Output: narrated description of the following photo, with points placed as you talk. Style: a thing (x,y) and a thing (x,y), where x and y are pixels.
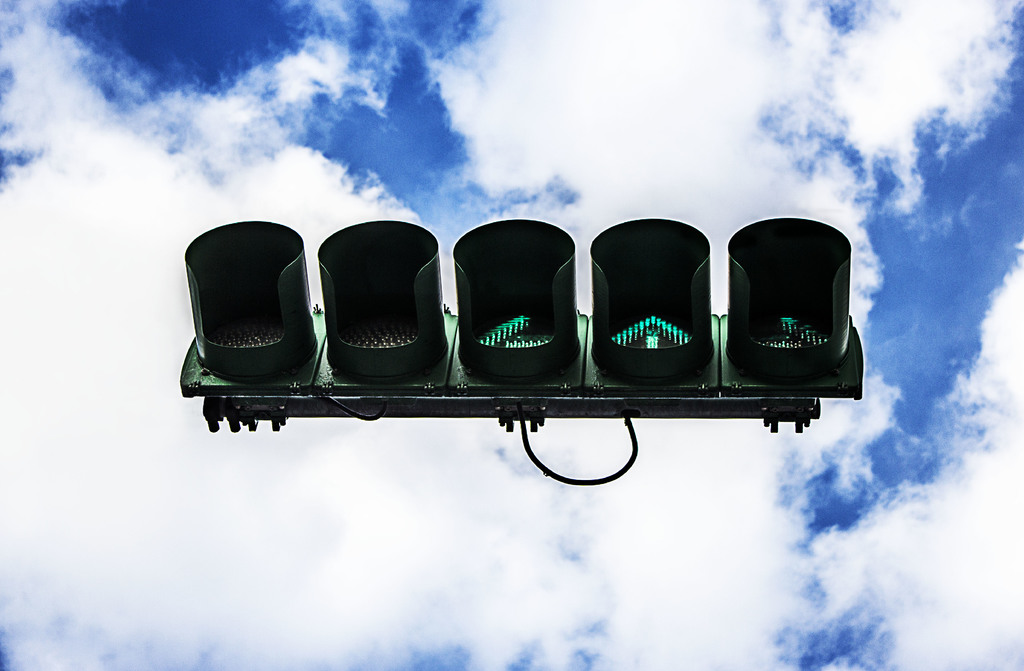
In this image there is a signal board (435,389) in the sky (350,533).
